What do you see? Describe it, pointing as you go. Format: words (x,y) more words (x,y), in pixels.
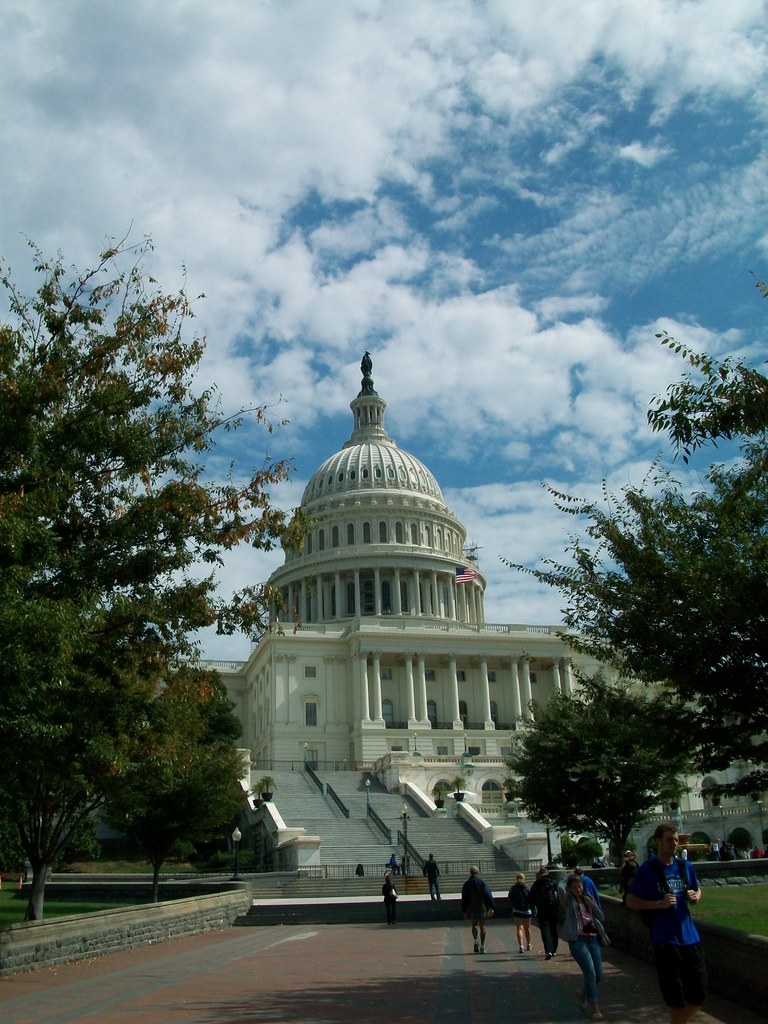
In the foreground of the picture (579,903) there are people (533,895) walking. On the right (767,755) there are plants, grass (727,895) and tree (668,602). On the left (55,713) there are trees (55,632), grass (13,900), wall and other objects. In the center of the background (343,875) there is a building (392,724) and staircases (317,804), and railings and flag (467,579).
